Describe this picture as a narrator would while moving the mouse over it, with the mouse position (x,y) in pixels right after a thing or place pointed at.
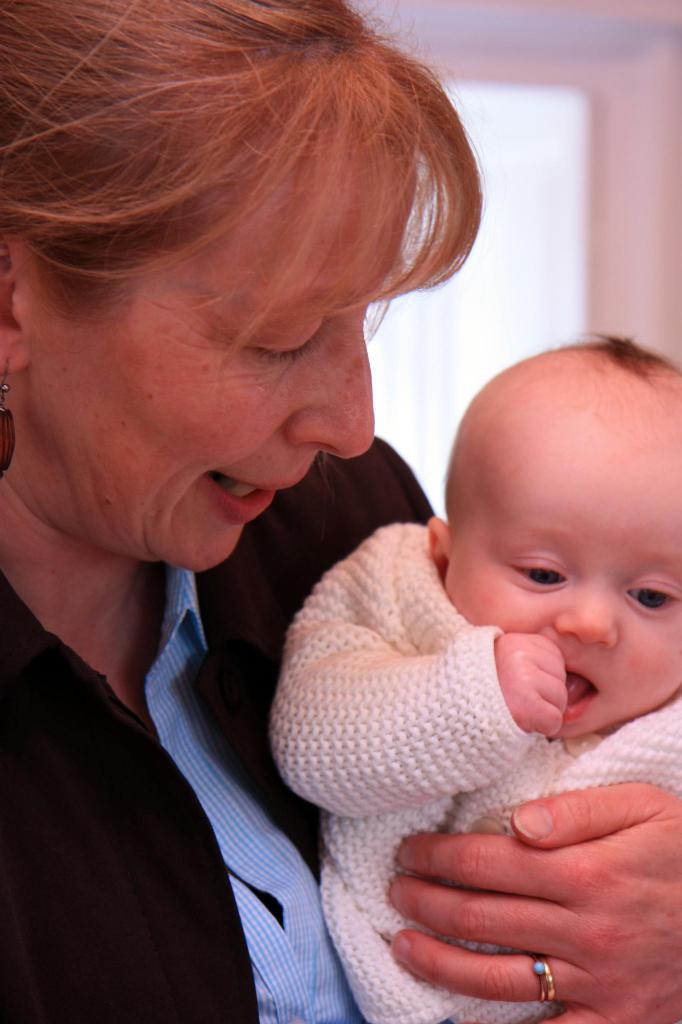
In the center of the image (338,526) we can see a lady (58,635) is holding a baby (313,699). In the top right corner (511,113) we can see the wall (634,197), window (557,175) and roof (599,15).
